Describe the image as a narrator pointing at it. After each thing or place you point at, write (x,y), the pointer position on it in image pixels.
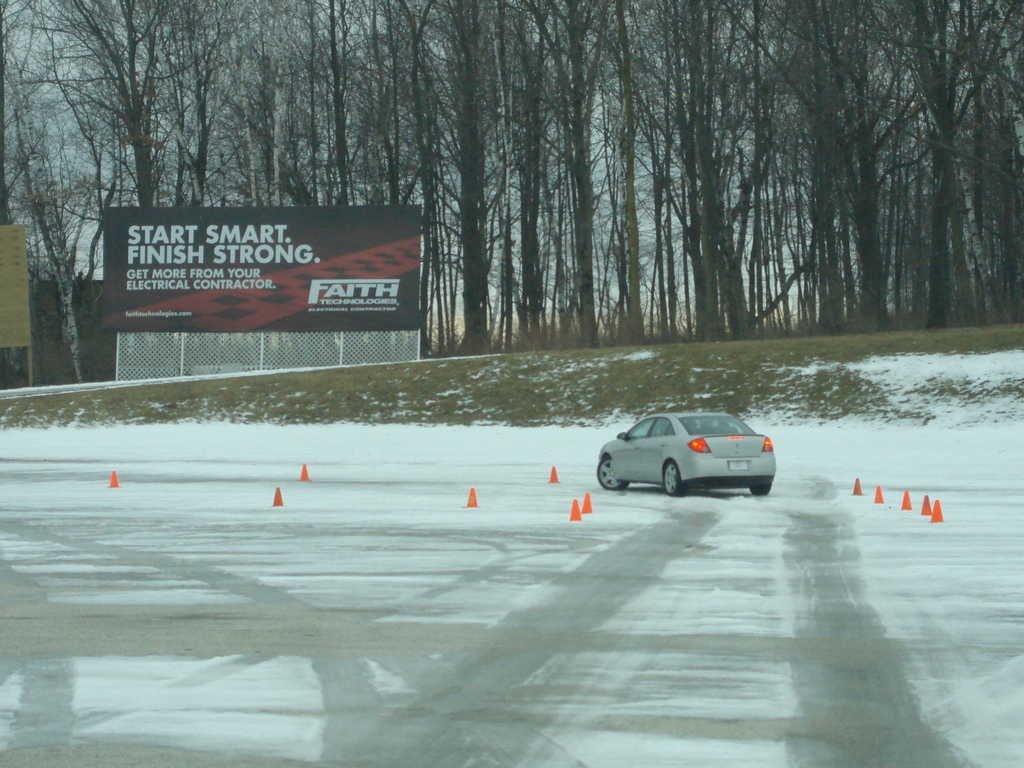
Here we can see snow (530,584) and traffic cones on the road (645,504). In the background (668,494) there is a vehicle (732,470) on the road (824,744), fence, hoarding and on the left (14,359) there is an object (18,330), trees (116,87) and sky (86,230).
